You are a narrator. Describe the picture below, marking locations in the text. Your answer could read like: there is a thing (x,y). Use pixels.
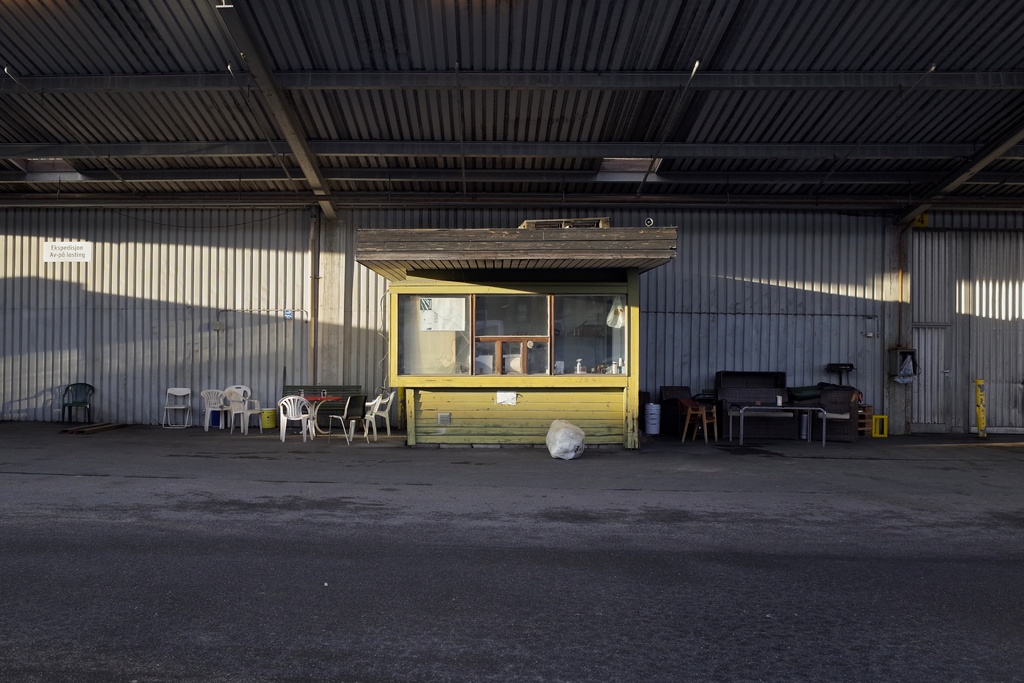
In this picture we can see a store (419,345), chairs (231,413) and tables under the shed (427,189), and also we can see few metal rods (357,150).
